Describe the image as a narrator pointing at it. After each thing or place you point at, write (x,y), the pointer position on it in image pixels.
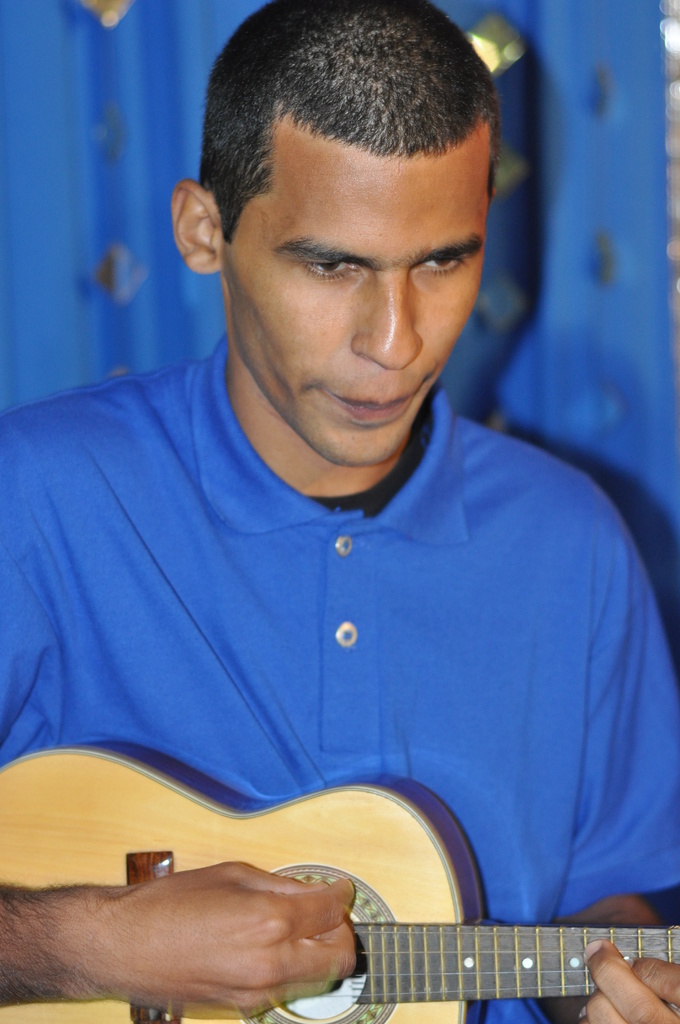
In this image we can see a man (326,511) wearing blue t shirt (430,683) is holding a guitar (419,830) in his hands (211,931).
